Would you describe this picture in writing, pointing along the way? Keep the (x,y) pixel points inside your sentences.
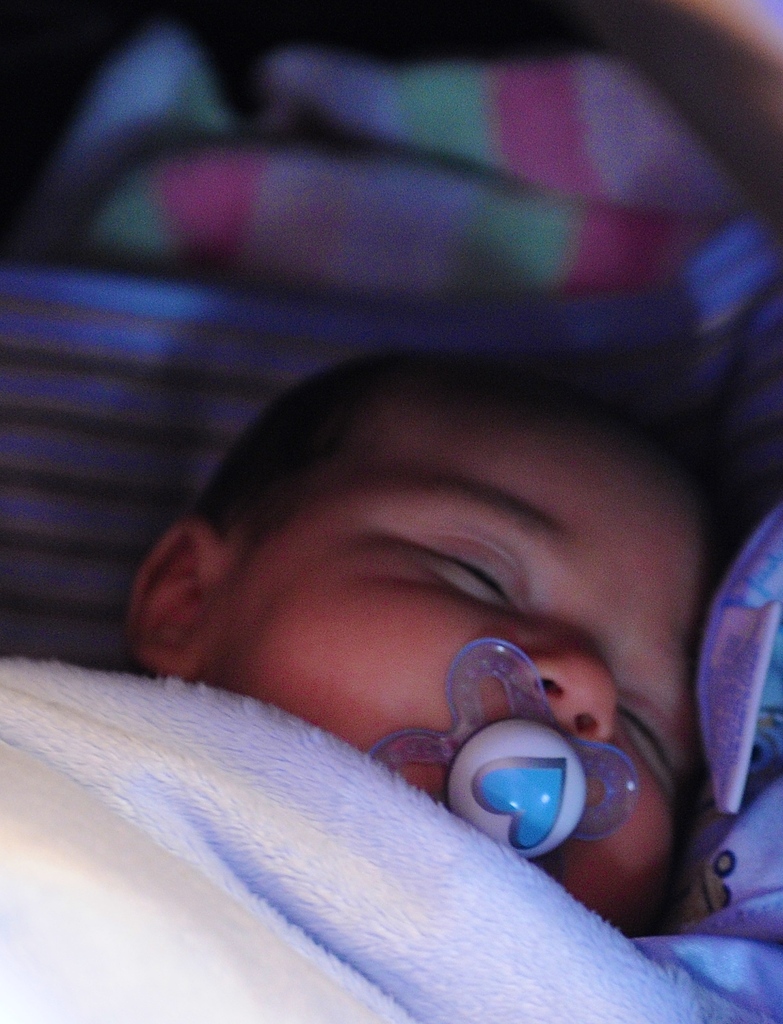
In this picture there is a baby (311,705) who is sleeping on the bed (677,395). At the bottom (283,851) there is a white color blanket (140,934). At the top (306,124) I can see the blur image.
